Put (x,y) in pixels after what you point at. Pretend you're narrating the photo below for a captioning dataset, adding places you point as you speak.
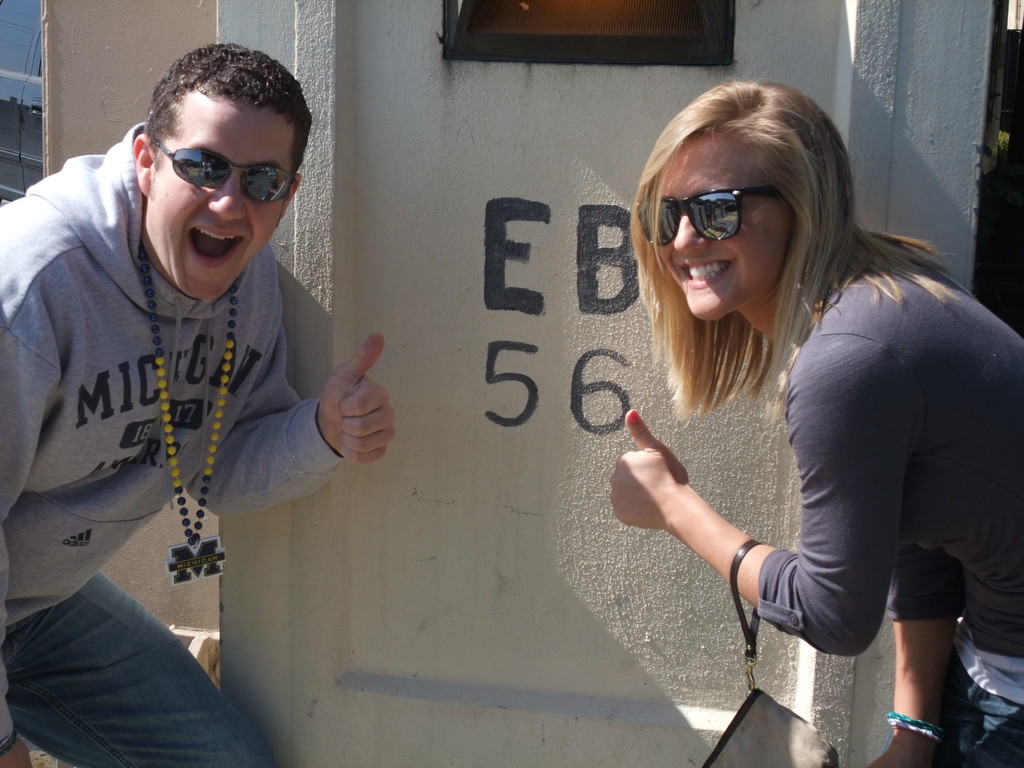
In this picture, there is a man (215,427) towards the left (220,280) and a woman (789,370) towards the right (835,572). Both of them are wearing grey clothes (923,417) and goggles (180,171). Woman (802,386) is carrying a bag (717,761). In between them, there is a wall (547,299) with some text (632,270) and a window (564,41).
